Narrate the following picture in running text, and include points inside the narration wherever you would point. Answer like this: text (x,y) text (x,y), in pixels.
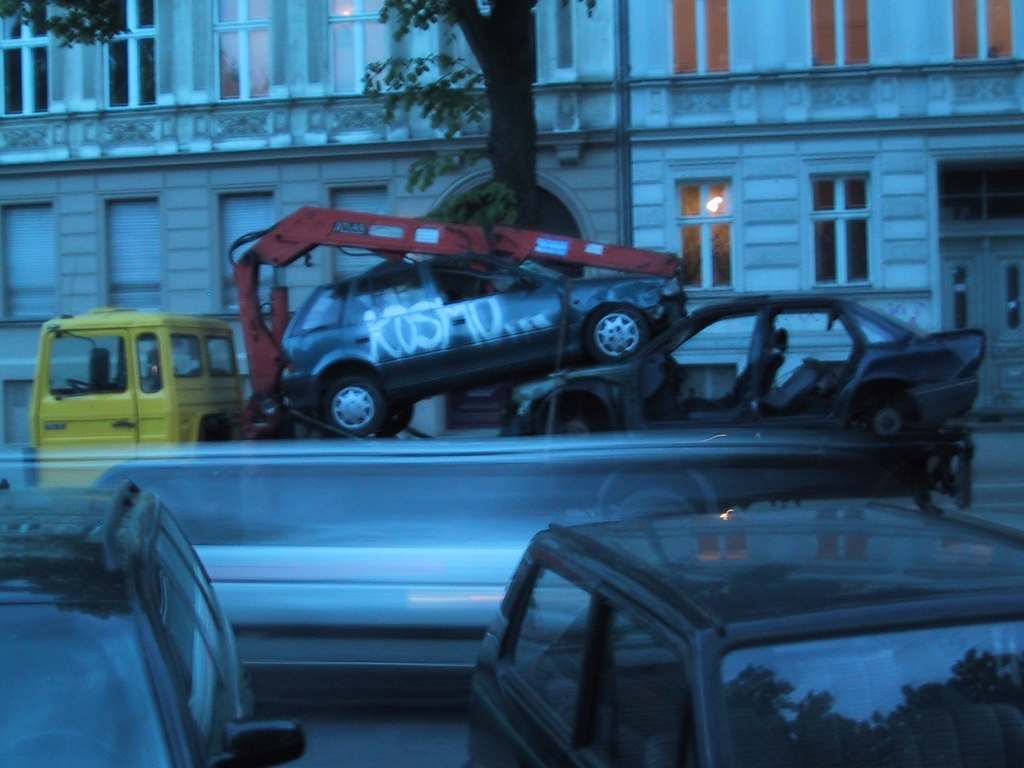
As we can see in the image there are buildings (410,151), tree (497,106), crane (524,258) and cars (719,616).
